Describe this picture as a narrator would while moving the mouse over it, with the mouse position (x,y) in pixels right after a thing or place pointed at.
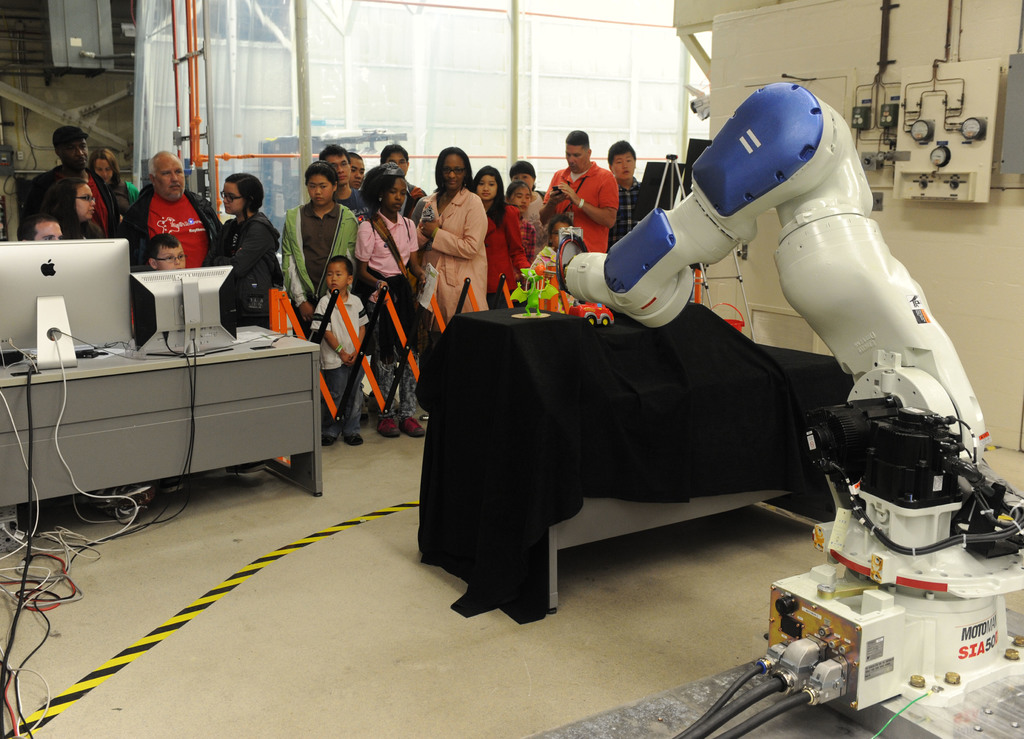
In the image there is some electronic machine (666,244) and on the left side (126,317) there are desktops (97,307) and wires (104,527), in front of the machine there are a group of people (395,200) standing and watching, behind them there are glass windows (436,76).
